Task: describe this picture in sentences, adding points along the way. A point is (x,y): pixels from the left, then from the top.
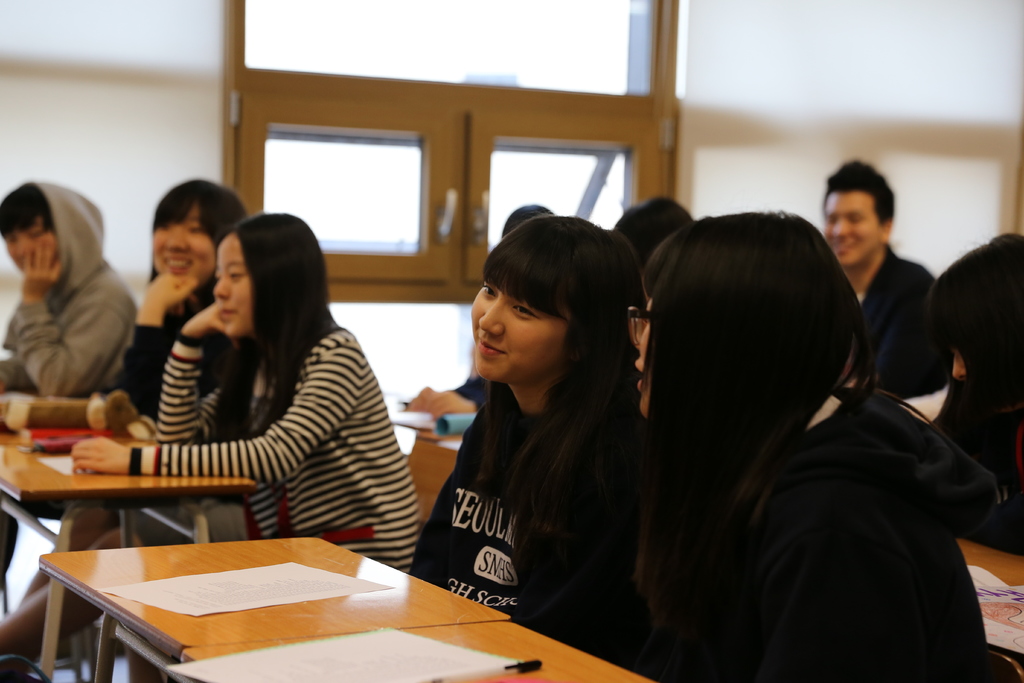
In this image I can see number of people (520,536) are sitting on benches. I can also see smile (189,260) on few faces (540,364). Here. I can see few papers (376,632).
